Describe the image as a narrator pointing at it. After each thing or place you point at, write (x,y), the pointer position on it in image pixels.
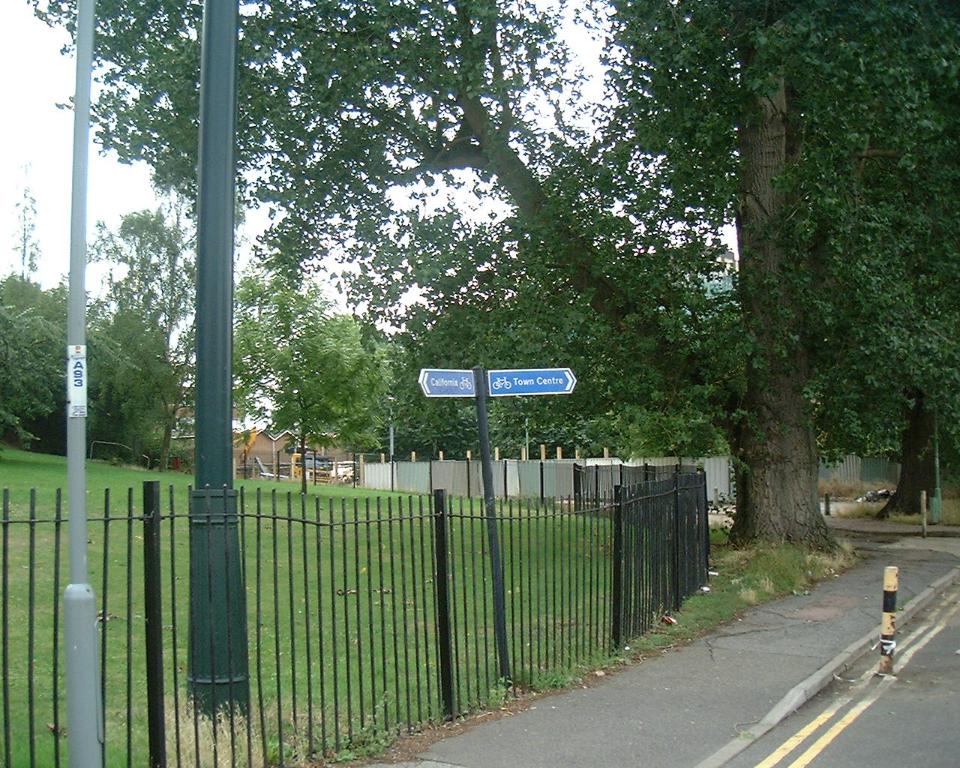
In this image I can see a railing (656,589), two blue color boards (470,378) attached to the pole (475,406), trees (301,317) in green color, a building (261,449), and sky (103,197) in white color.
